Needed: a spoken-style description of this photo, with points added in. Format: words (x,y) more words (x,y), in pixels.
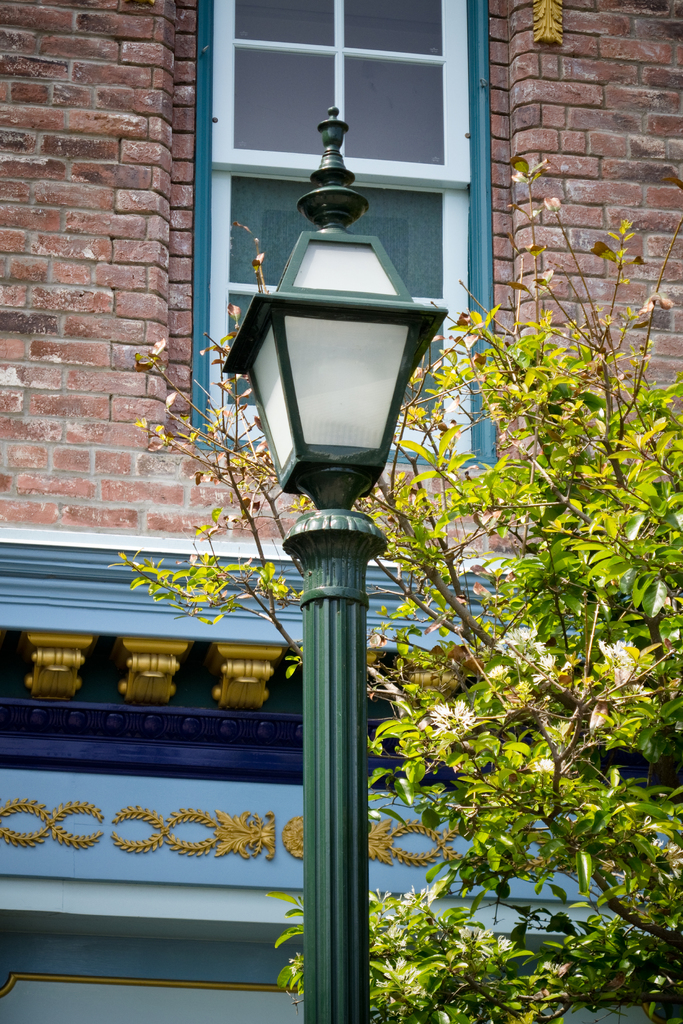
In the center of the image (322,507), we can see a light (316,448) and in the background (530,381), there is a tree (488,334) and we can see a window (304,118) on the building (506,220).
